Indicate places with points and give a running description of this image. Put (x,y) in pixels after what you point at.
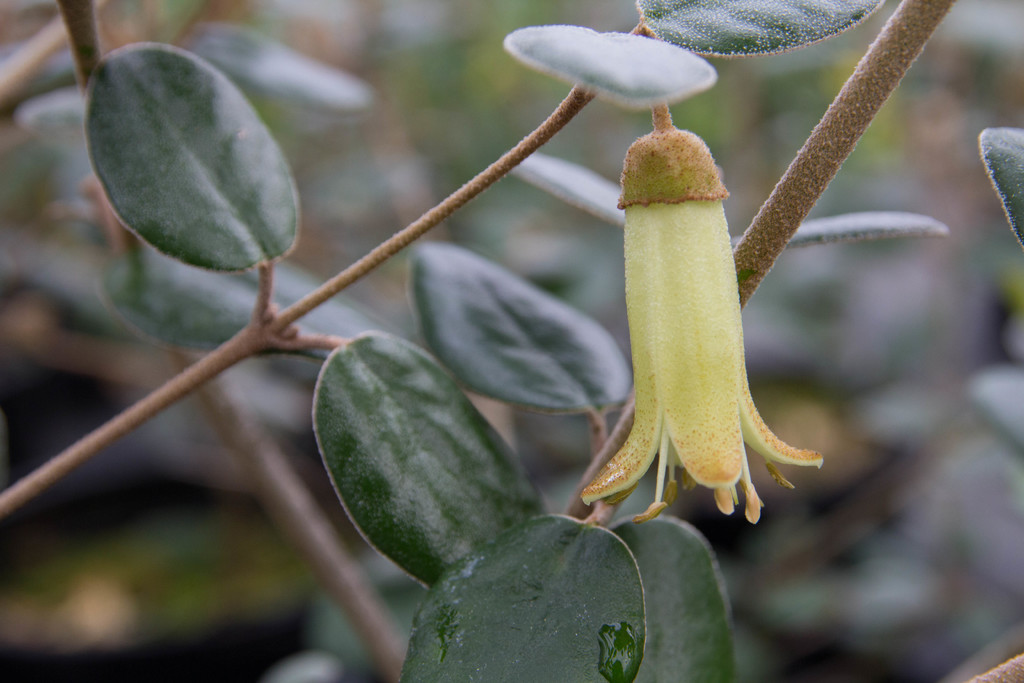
In this picture, we can see a flower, plants (280,242) and we can see the image is blurred.
